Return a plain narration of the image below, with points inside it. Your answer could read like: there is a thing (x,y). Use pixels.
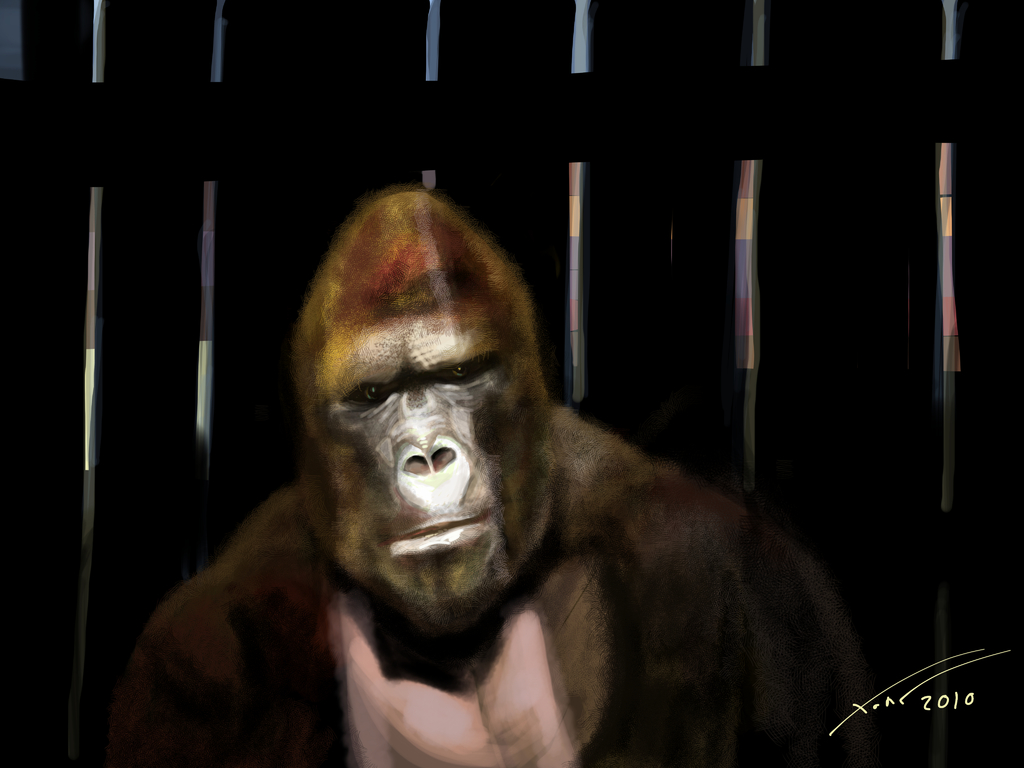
In the center of the image (426,437) we can see the painting (571,625), in which we can see a gorilla (230,606) and a fence (736,128). At the bottom right side of the image (915,706), we can see some text (963,697).
